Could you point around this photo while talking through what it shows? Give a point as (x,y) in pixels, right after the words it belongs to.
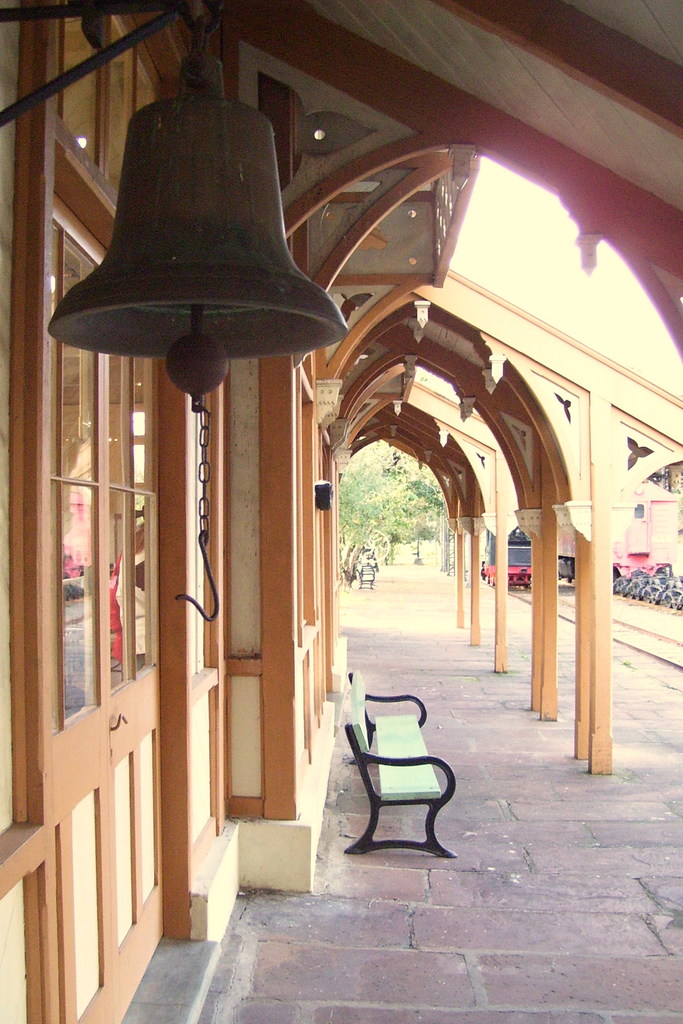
In this picture we can see a bell (236,323) here, there is a bench (386,768) here, we can see a porch (521,434) here, on the left side (73,584) there is a glass (77,558), in the background (374,532) there are some trees (384,521).
